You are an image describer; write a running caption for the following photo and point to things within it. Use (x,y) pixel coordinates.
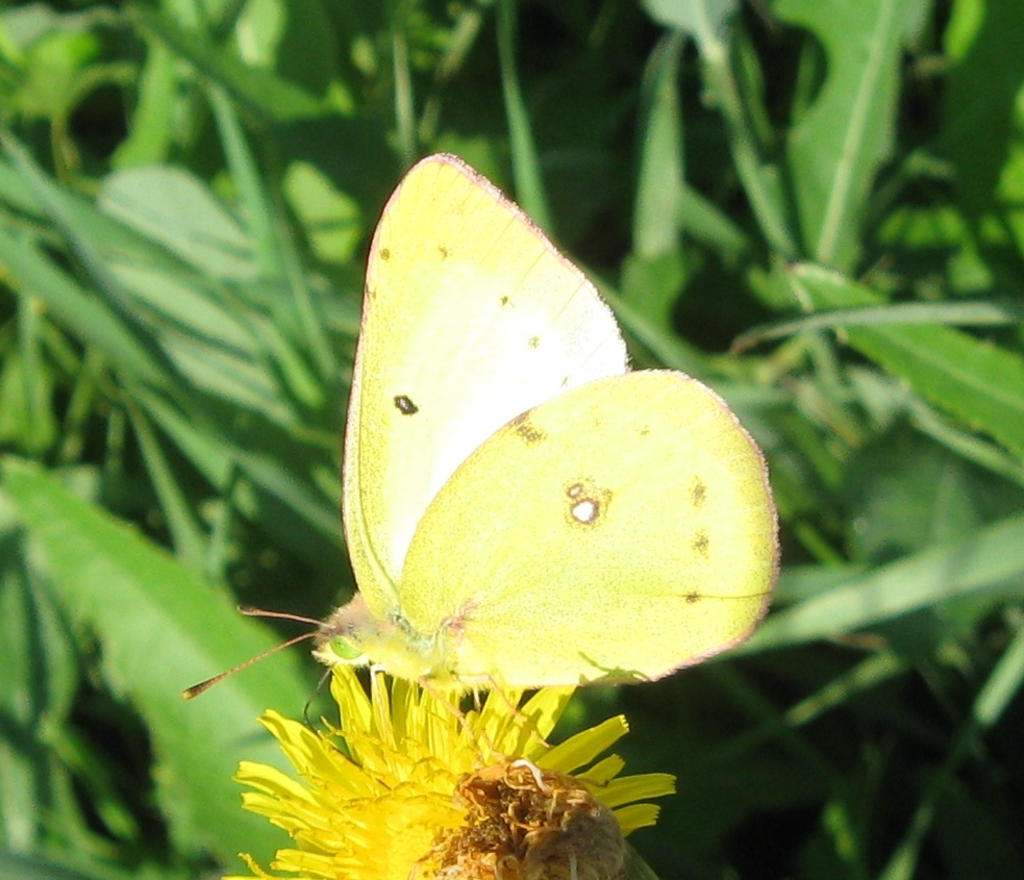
Here we can see a butterfly (506,456) on a flower (478,767). In the background (188,299) there are plants (305,249).
